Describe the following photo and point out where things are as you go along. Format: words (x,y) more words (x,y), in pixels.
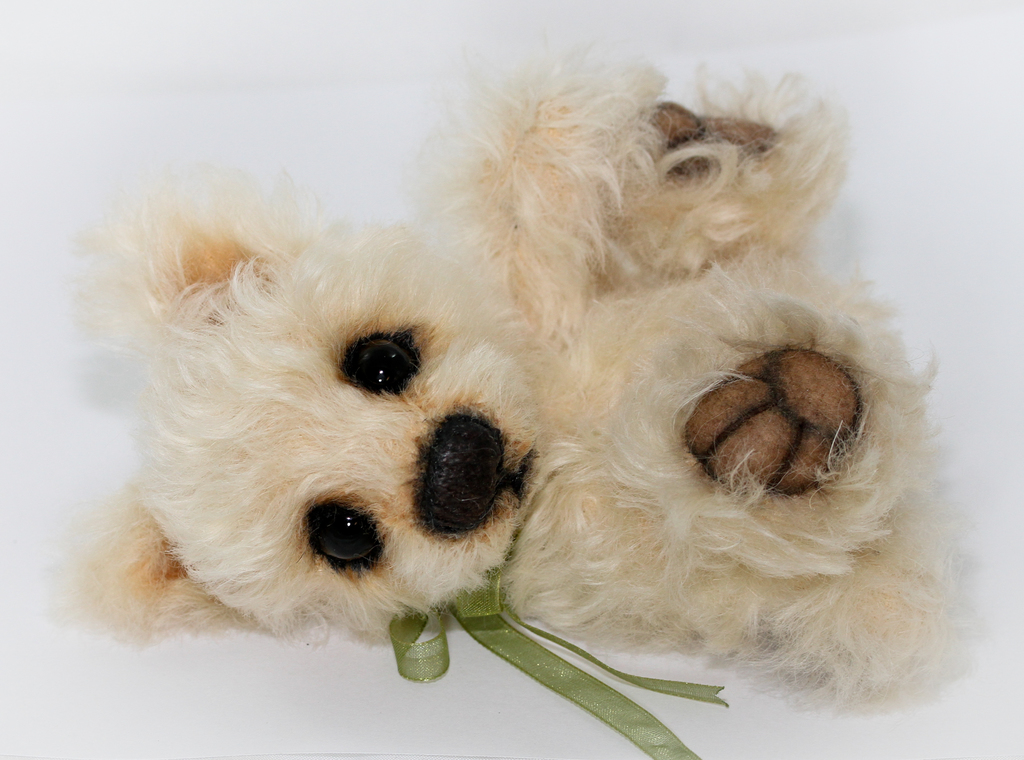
In this image we can see one soft toy (472,585) with a green ribbon (667,690) around the neck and there is a white background (343,40).
